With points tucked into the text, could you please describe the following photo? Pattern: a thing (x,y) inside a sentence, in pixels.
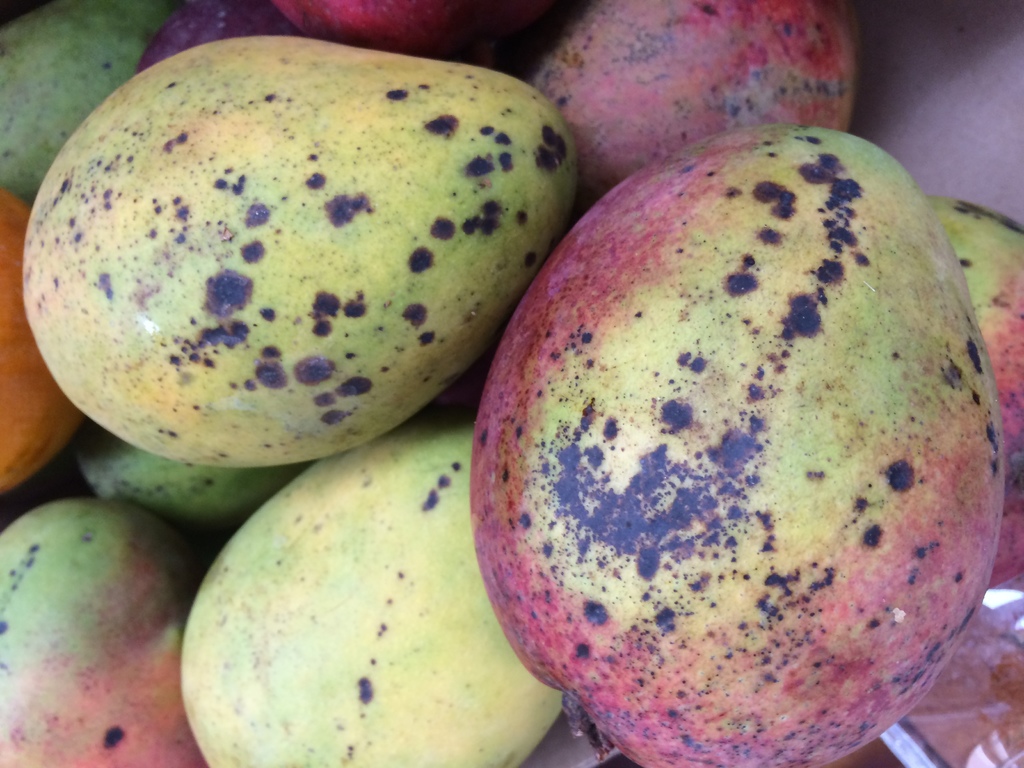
In the image there are mangoes (520,568).
